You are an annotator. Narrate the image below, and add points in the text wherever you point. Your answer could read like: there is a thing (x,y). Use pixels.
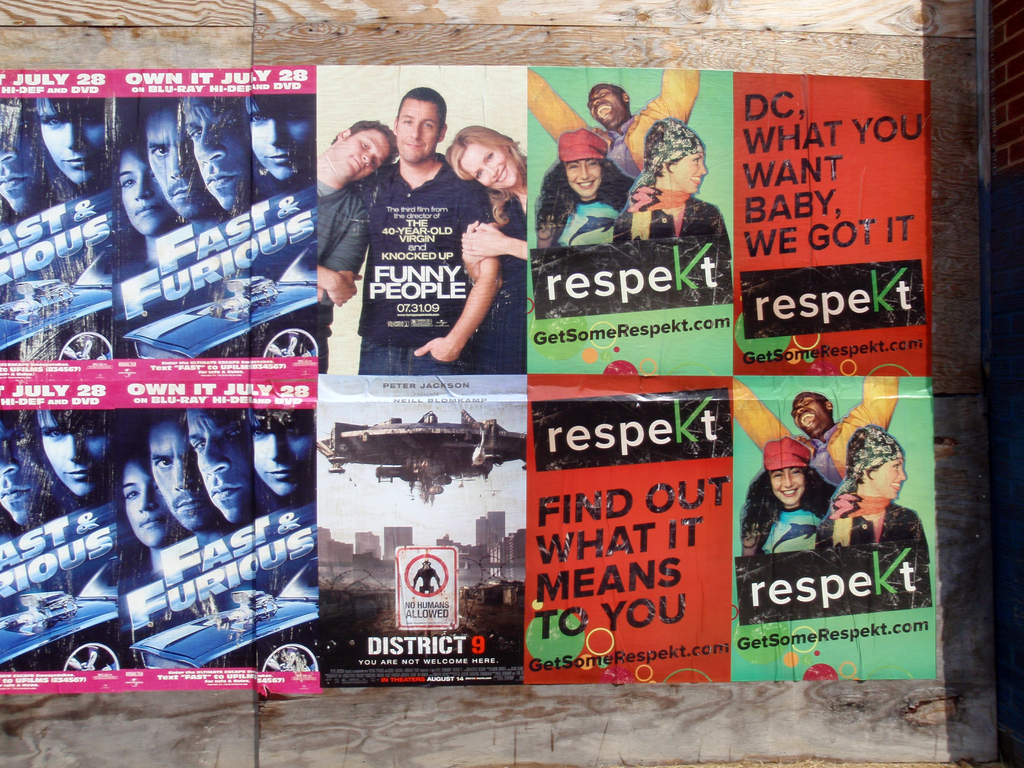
In this image in the center (578,455) there are posters (573,316) on the wall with some text (698,430) and images (351,310) on it.
